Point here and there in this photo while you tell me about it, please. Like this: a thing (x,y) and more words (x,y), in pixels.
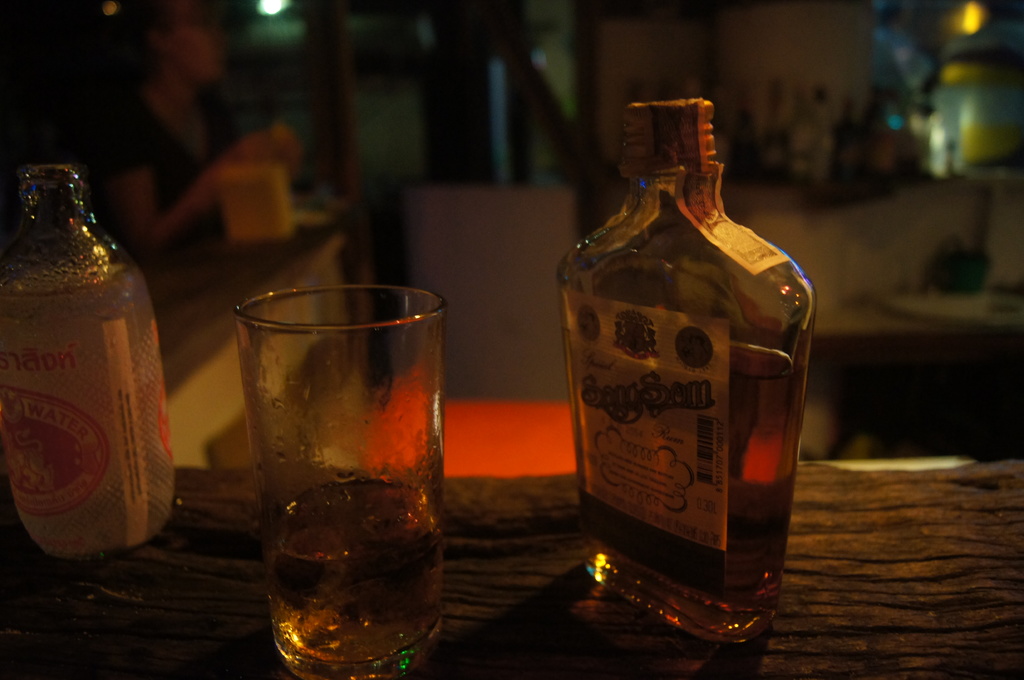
This is a rum bottle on the right side (690,124) and there is a glass (381,296) which is on the table (429,665) on the left side (333,626). There is a person (170,228) on the top left (271,137).
